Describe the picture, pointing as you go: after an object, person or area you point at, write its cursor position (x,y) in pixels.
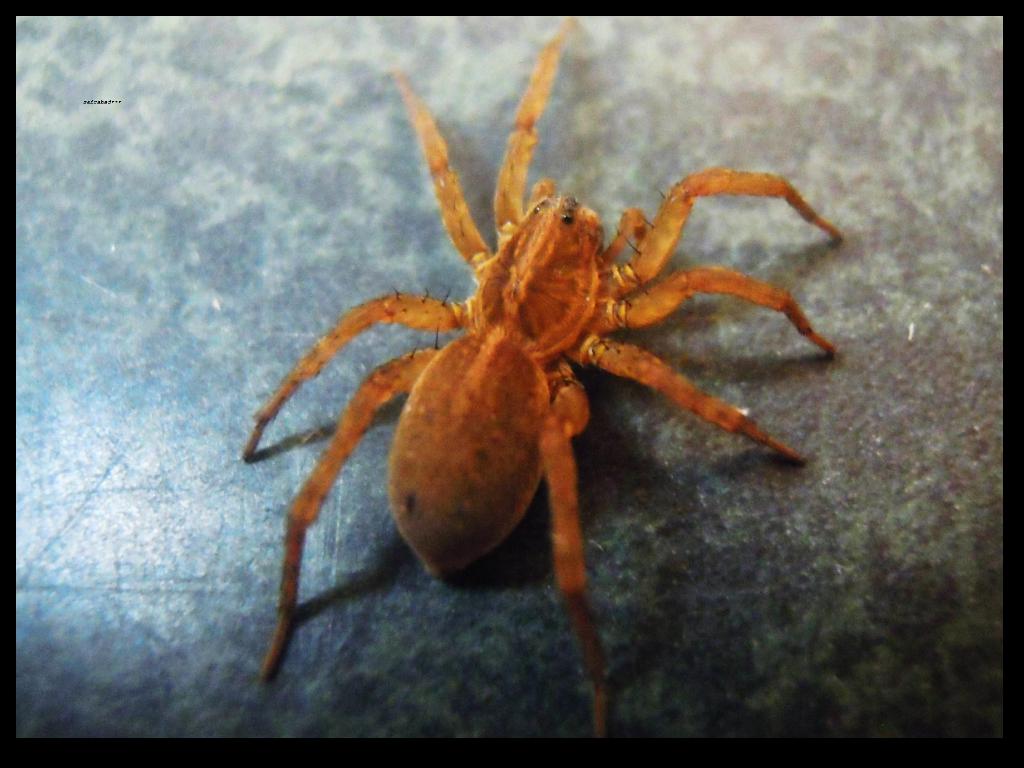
This picture shows spider (462,319) on the table (316,287). It is orange in color.
